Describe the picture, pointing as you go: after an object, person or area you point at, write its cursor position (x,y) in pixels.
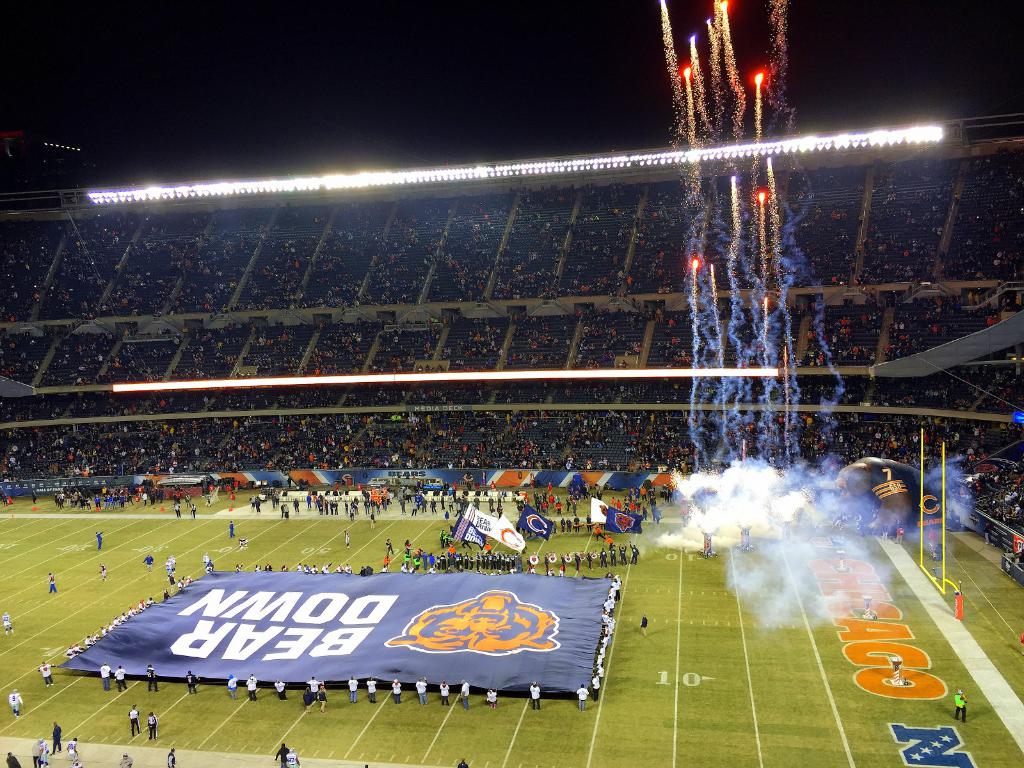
In this picture we can see a stadium (577,218), at the bottom (684,733) there is grass (677,730), we can see some people (280,751) in the middle (482,490), some of them are holding flags (501,535), there are lights (631,164) in the background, we can see smoke (807,522) on the right side (806,535), we can also see hoardings (629,477) and some people (265,338) in the background (371,335).
